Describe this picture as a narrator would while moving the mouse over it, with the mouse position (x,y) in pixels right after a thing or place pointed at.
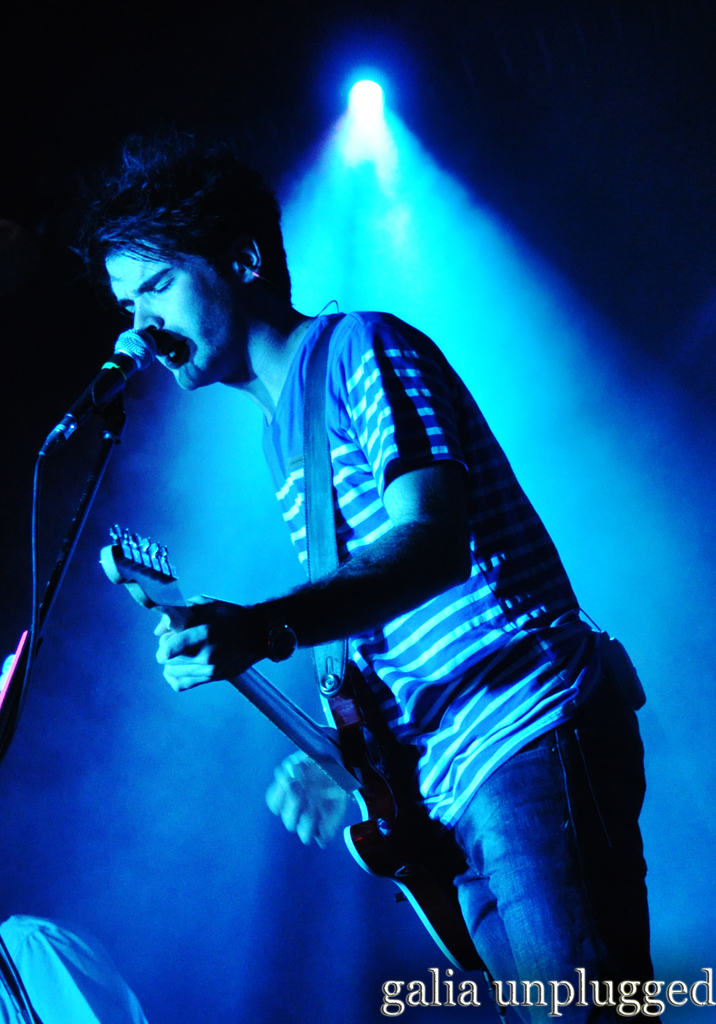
In the image there is a boy (291,412) singing on mic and playing a guitar (350,791) above light (362,136) focusing on him, remaining all its dark.
